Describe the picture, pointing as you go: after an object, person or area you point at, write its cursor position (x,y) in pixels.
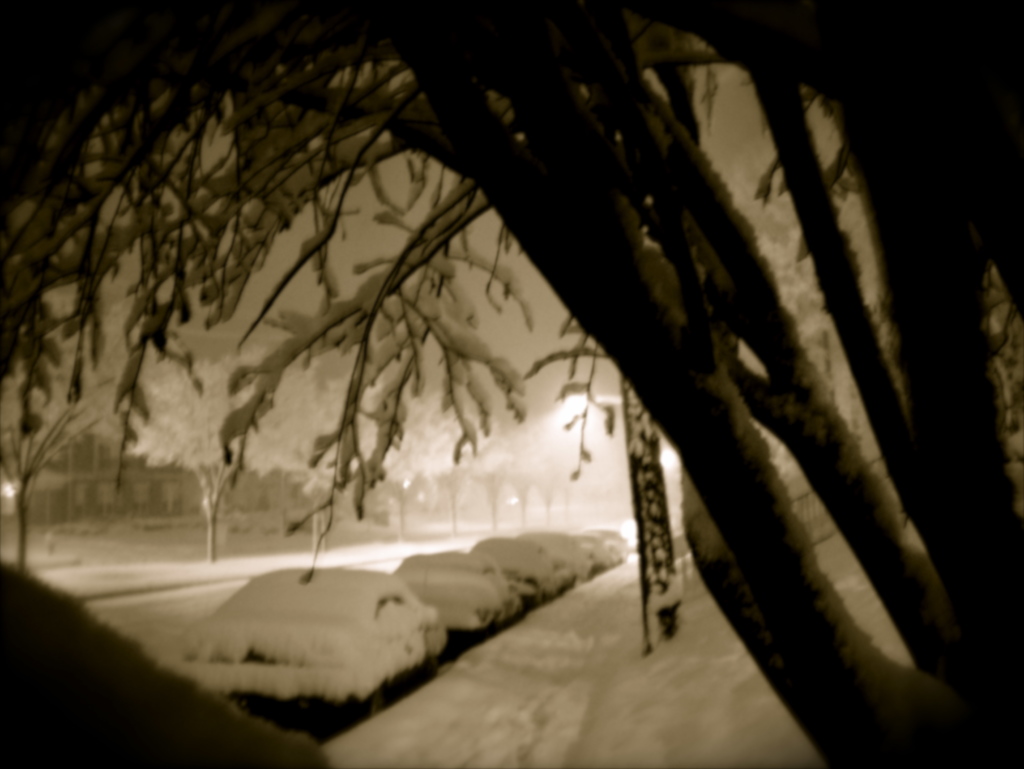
This is an edited image. There are trees (611,277) in this image. There are cars (553,540) in the middle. This image consists of ice (596,545). The cars (549,559) are covered with ice (430,583).
